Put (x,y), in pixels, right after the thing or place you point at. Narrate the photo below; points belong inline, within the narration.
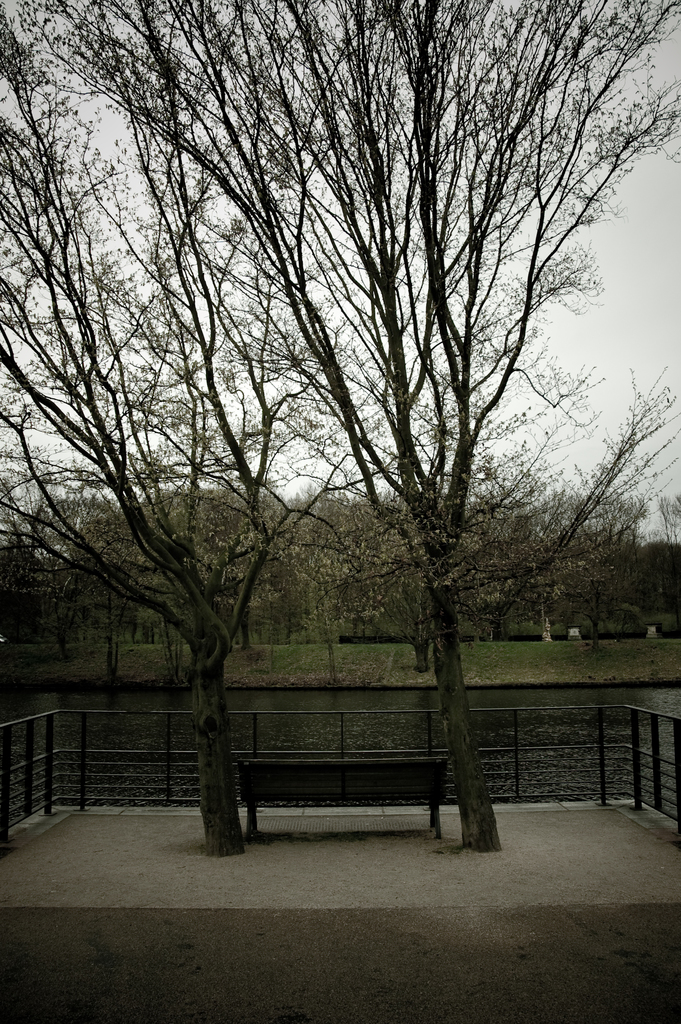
In this image there are two trees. In between them there is a bench (380,793). There is a fence (632,732). Behind there is water (492,714). Background (605,612) trees (297,617) on the grassland (391,652). Top of the image (647,328) there is sky (586,336).
